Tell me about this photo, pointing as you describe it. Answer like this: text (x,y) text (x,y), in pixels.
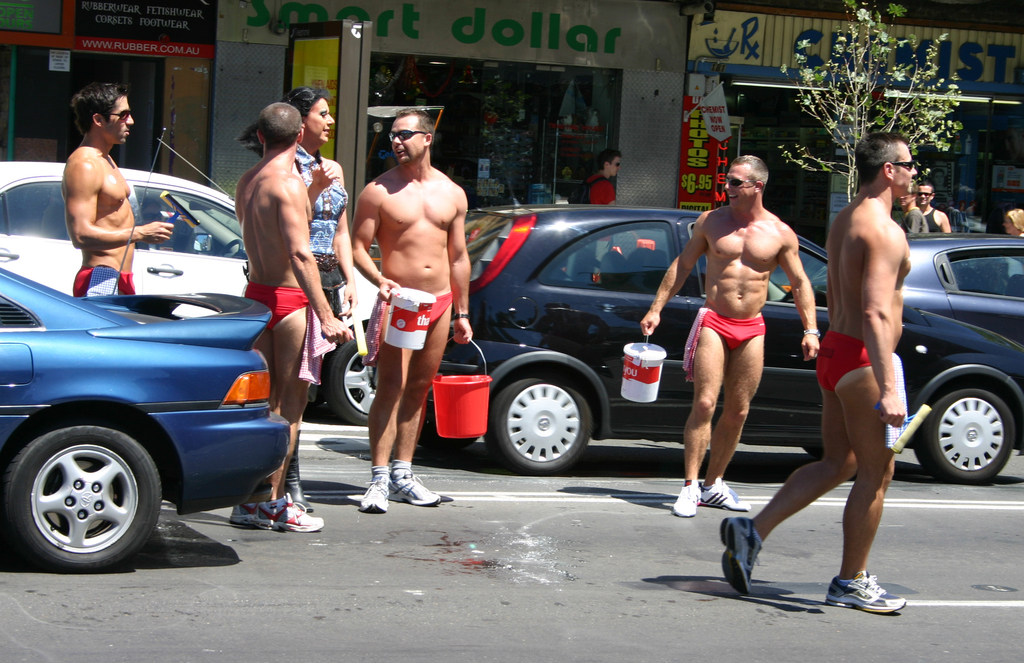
In this image we can see group of persons (412,431) are standing on the road (580,555), they are holding a bucket (447,435) in the hand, there are cars (479,268) travelling on the road (332,584), there is a tree (818,95), there are shops (736,125), there is a sign board (320,42).
